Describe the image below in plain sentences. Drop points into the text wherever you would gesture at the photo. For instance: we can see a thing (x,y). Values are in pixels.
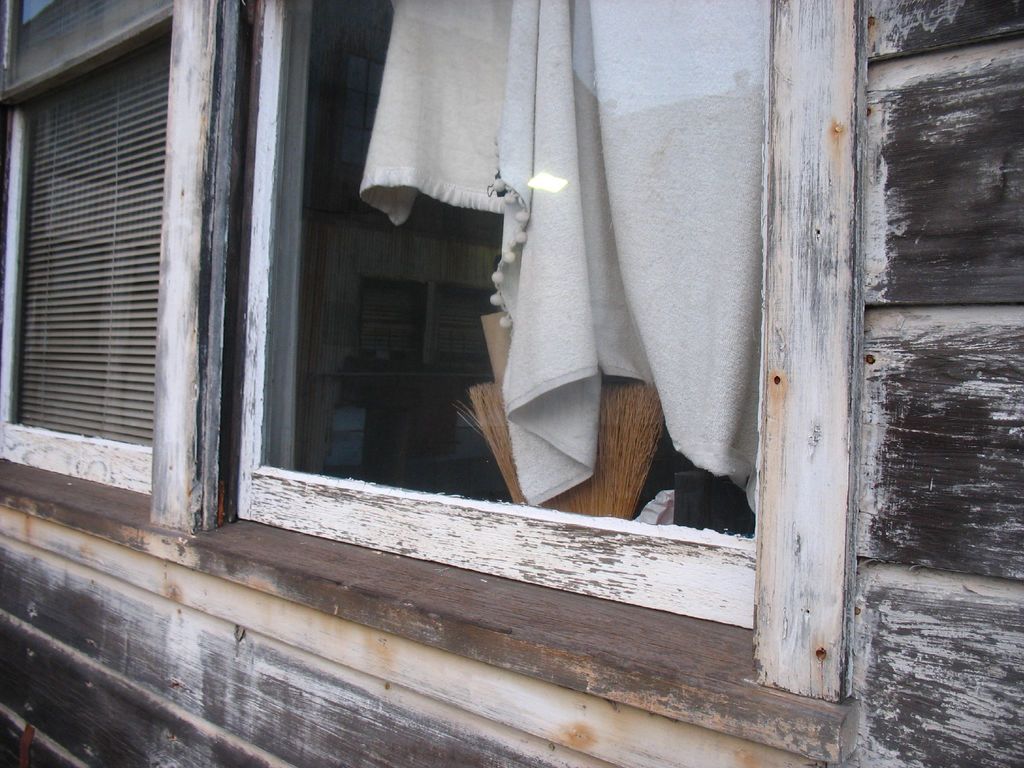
In this image we can see wooden wall (226,600), windows (144,278), curtain (622,246), broomstick (504,448), inside view of the room (417,259) and objects (373,354).
